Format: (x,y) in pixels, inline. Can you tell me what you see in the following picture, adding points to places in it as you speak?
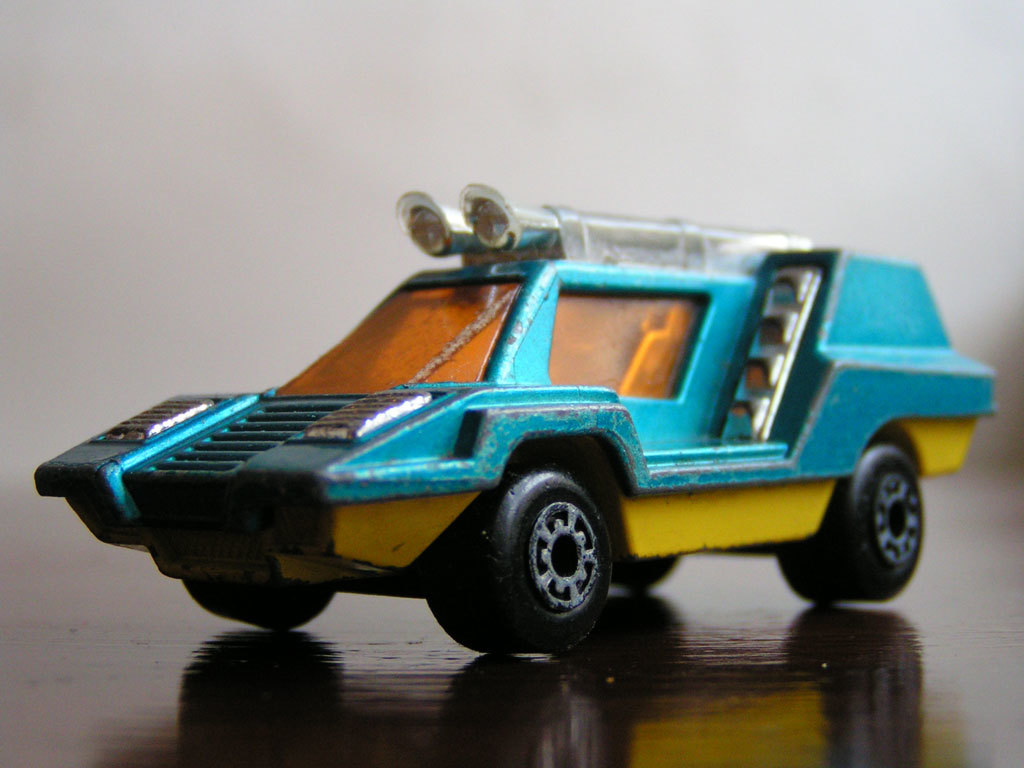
In this picture I can see there is a toy car (561,525) placed on the wooden surface (353,678) and the backdrop of the image (392,142) is blurred.
